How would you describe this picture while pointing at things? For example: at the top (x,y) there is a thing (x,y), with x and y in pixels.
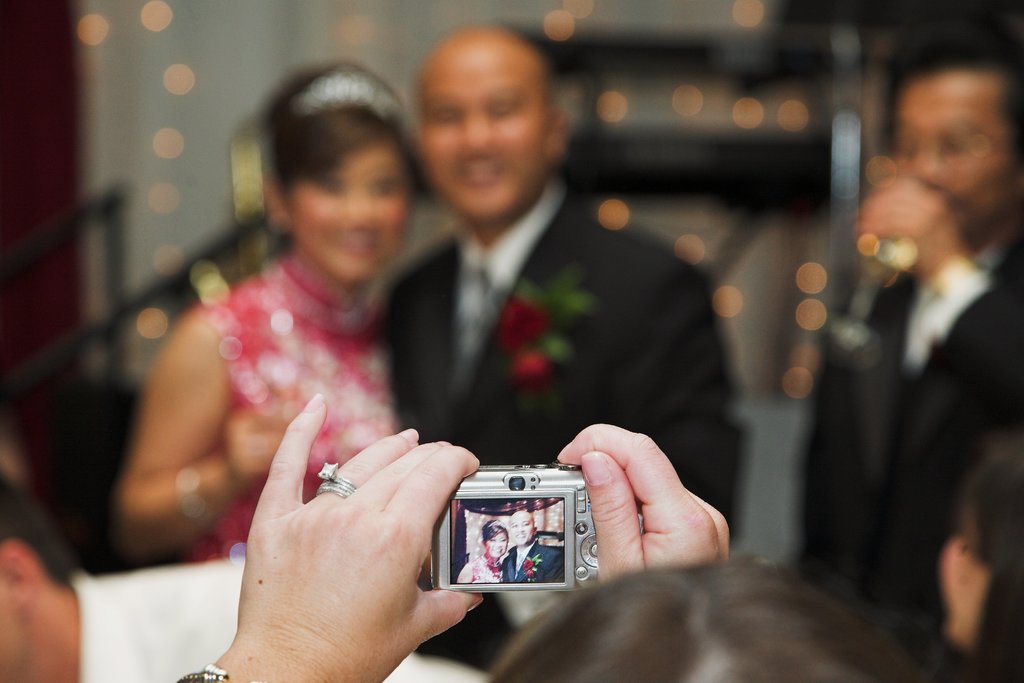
a person (436,505) is holding a camera (499,527) taking a picture of 2 people (369,178). at the right (882,341) a person (899,349) is standing. at the center (429,310) there are 2 people (360,276). the person (356,273) at the left (314,192) is wearing a crown (329,104) and the person (611,376) at the right (699,374) is wearing the suit (677,370).
